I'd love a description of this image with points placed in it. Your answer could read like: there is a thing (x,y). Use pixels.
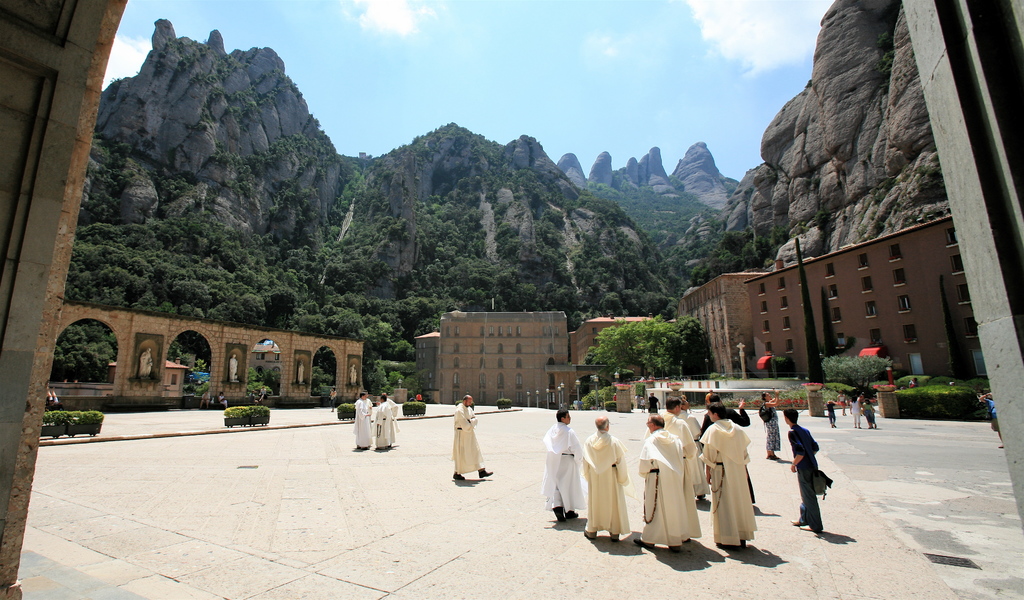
In the foreground of this picture (830,443), there are persons (811,506) on the ground (342,516). In the background (844,317), there are trees (189,365), buildings (170,369), sculpture (148,363), plants (246,410), poles (594,389), mountains (643,180), sky (516,59) and the cloud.
